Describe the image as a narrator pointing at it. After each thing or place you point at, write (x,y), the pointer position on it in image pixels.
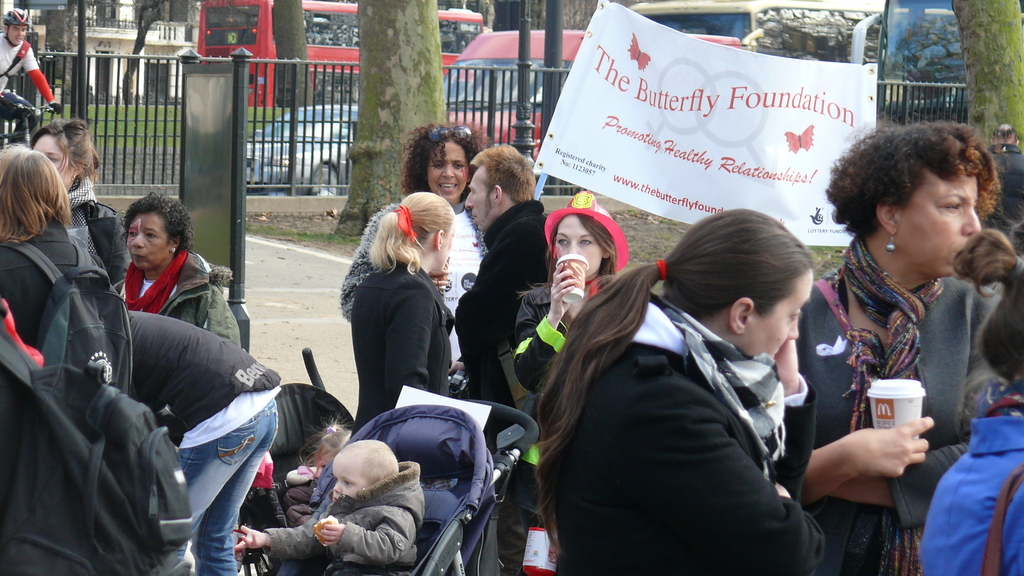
In this picture I can observe some people (529,331) standing on the land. Most of them are women (402,295). I can observe a kid (351,476) in the stroller (441,476). There is a white color poster (670,163) on the right side (708,171). I can observe some text (620,128) on the poster (672,132). In the background (319,143) there is a railing (493,121). I can observe some vehicles (271,101) on the road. There is a building (109,38) on the top left side (102,64).
